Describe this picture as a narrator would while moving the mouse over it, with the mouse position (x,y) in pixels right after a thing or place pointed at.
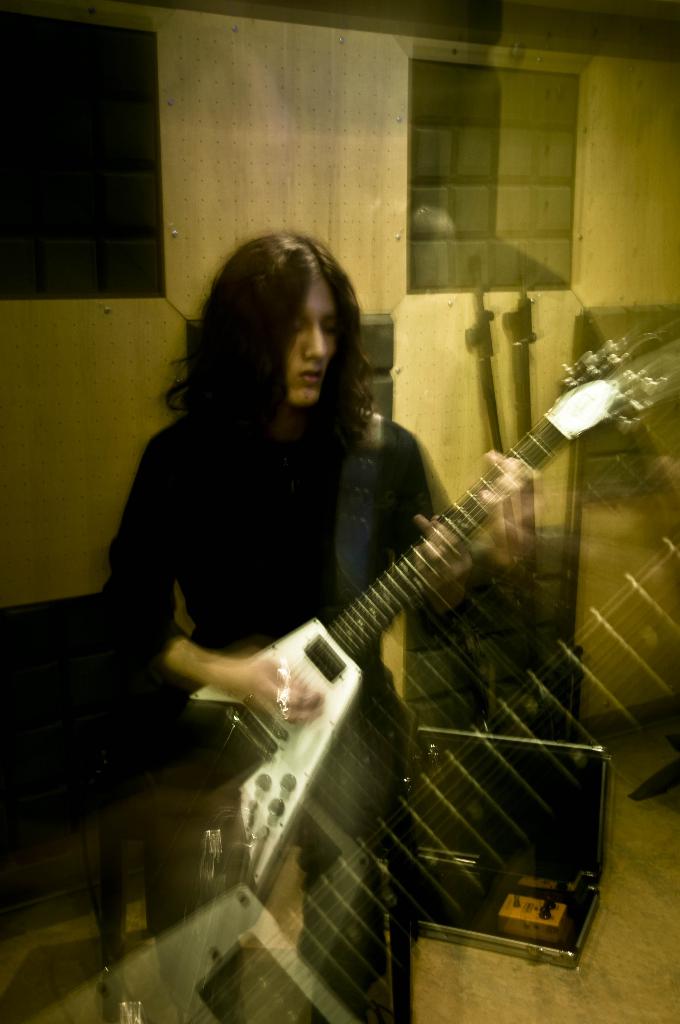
There is a person (323,402) holding a guitar (340,641) and playing. In the back (227,208) there's a wall (287,202). Also there are some items (554,839) on the floor (618,766). And the image is blurred.
